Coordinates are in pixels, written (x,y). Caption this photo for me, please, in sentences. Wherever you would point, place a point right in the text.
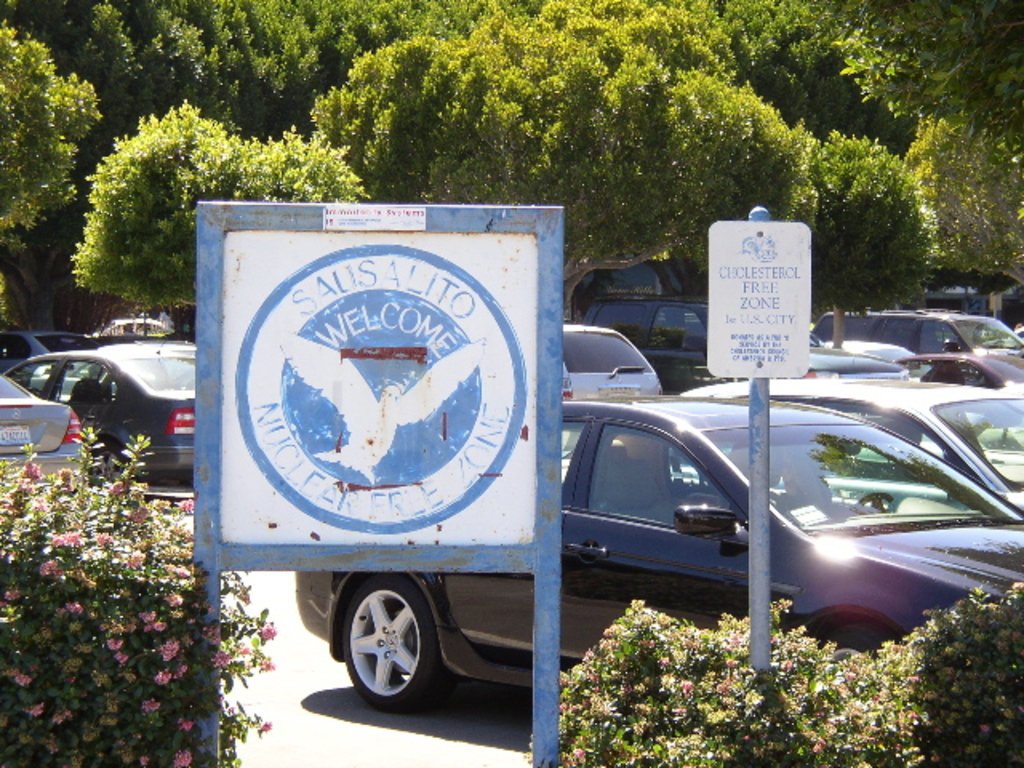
Here we can see cars (609,517). There are poles (544,722), boards (250,247), plants (938,730), flowers (164,616), and trees (152,255).
